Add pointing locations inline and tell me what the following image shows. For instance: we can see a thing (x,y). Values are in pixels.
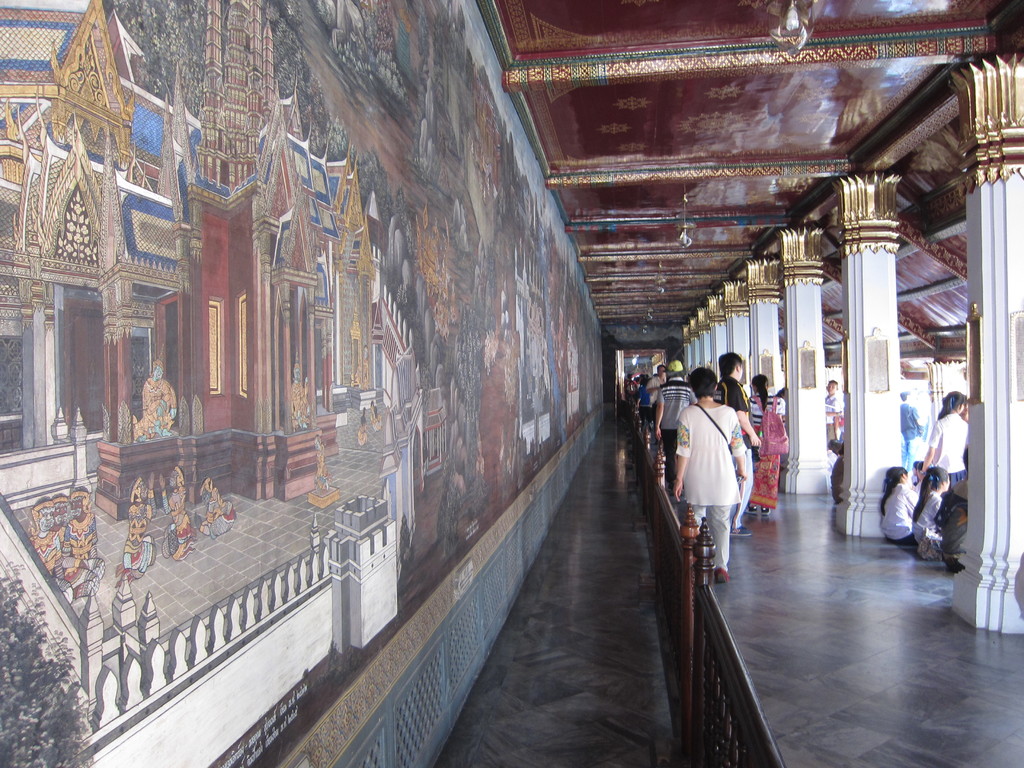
In this image there are few people (723,497) walking on the floor (790,574). Beside them there is a wooden fence (703,592). On the left side (341,415) there is a wall (242,144) on which there are paintings (263,315). On the right side (760,343) there are pillars (859,375) one beside the other. At the top (671,207) there is ceiling (671,225).
